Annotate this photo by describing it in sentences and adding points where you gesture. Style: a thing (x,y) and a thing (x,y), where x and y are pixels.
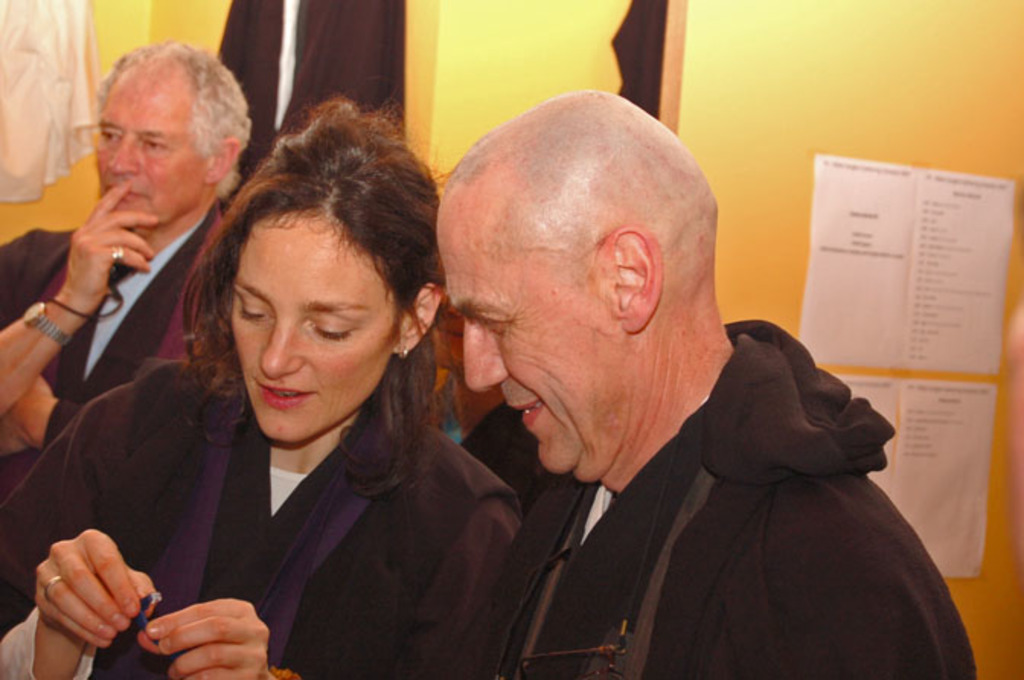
This image is taken indoors. In the background (519,79) there is a wall (411,59) with a few papers (909,334) on it. There is a white cloth (58,81). In the middle of the image (508,320) there are two persons (330,495). A woman (392,289) and a man (596,448). On the left side of the image (111,234) there is a man (67,285).
